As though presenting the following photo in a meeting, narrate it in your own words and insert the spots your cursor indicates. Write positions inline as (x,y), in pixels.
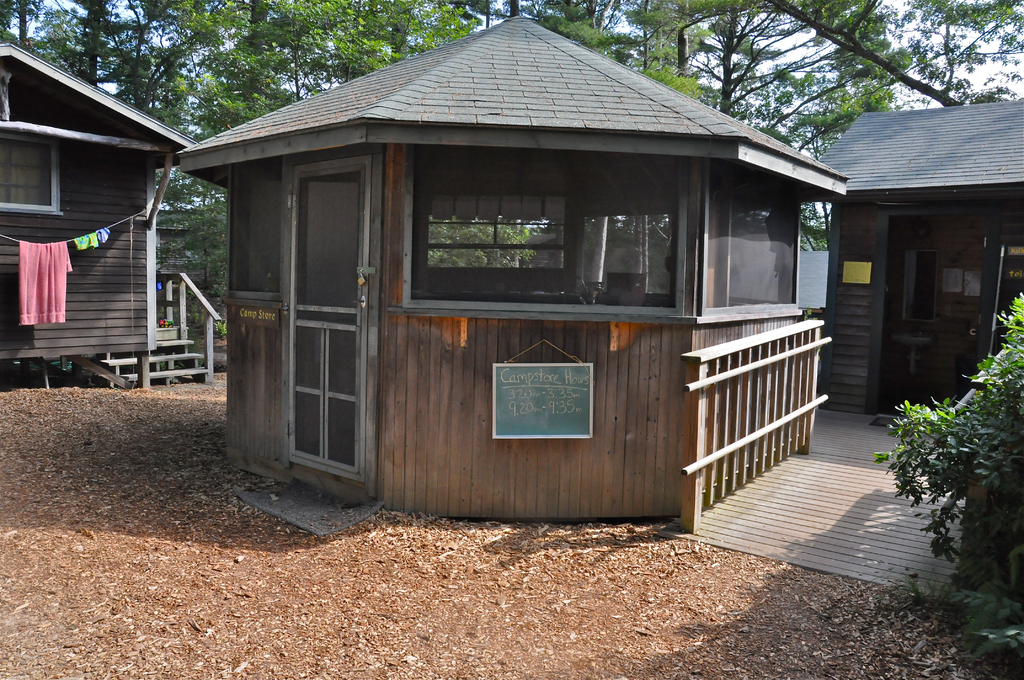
In the bottom right corner of the image (1011,600) we can see some plants (974,380). In the middle of the image (511,332) we can see some sheds (8,184). Behind the sheds (288,105) we can see some trees (25,33).
